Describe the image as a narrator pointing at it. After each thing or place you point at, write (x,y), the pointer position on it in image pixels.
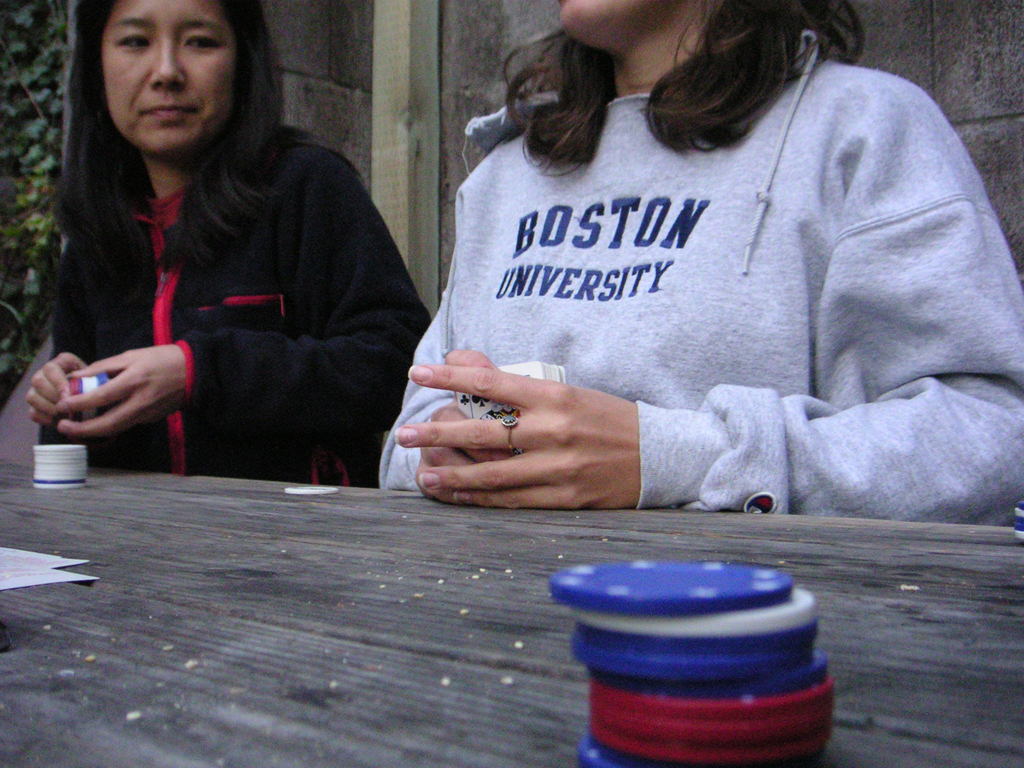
In this image we can see one woman (434,434) truncated in the middle of the image (486,437), one wooden table (421,552), some objects (819,649) on the table (493,555), one wall (467,38) in the background (485,35), one object (409,79) looks like a wooden pole (421,75) attached to the wall (508,39), two women (472,435) sitting near the table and holding objects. One object (3,446) and some plants (30,217) on the left side of the image (25,260).
